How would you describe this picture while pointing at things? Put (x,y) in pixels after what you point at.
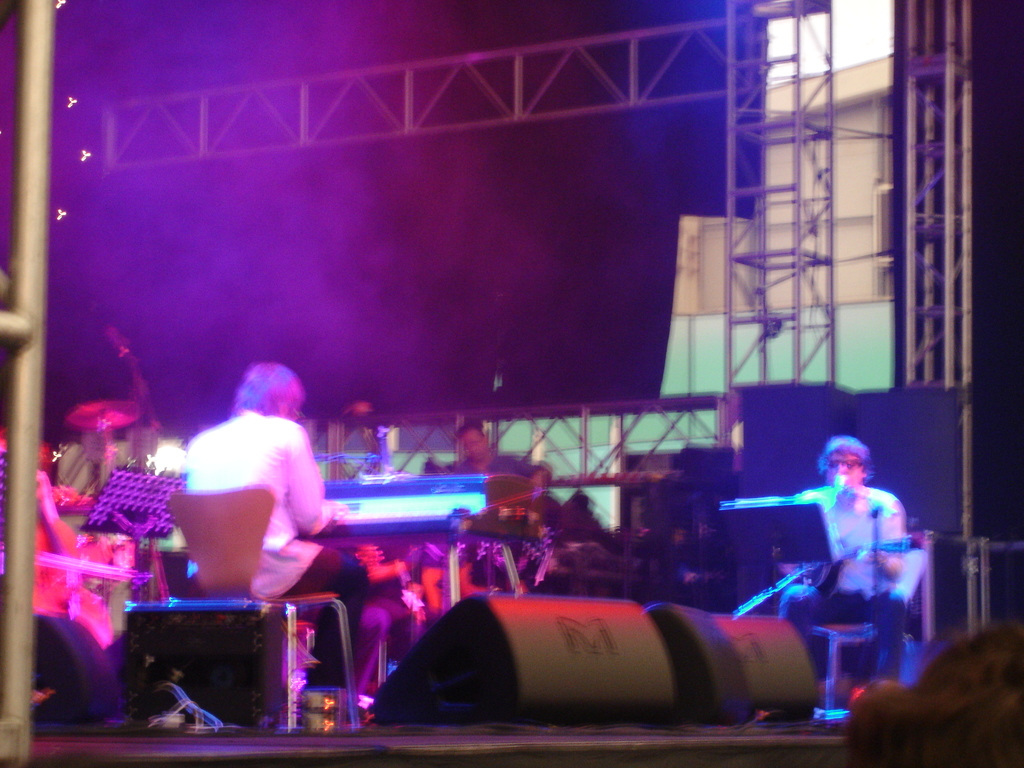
In the picture we can see some people (236,482) are sitting and playing a musical instrument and one person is singing a song and in the background (921,228), we can see an iron stand (921,228) and some colored smoke (318,333) in the air (453,404), and some red color light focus on them.
